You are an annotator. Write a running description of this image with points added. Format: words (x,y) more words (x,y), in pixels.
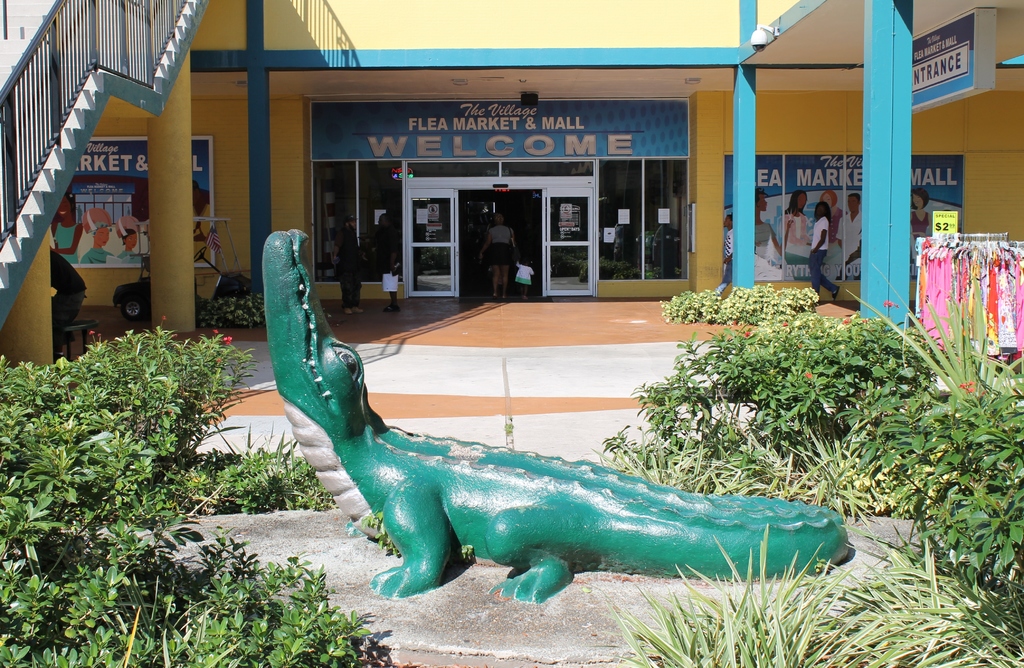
In the foreground of the picture (641,442) there are plants (227,603) and a sculpture (639,563) of crocodile (344,496). On the left (101,18) there are poster (97,184), staircase (8,162), pillars (37,349), person (67,292) and other objects (219,265). In the center of the picture (456,233) we can see windows (387,186), door (483,246), people (506,232), banner (437,144) and wall (345,41). On the right (862,287) there are plants (718,301), dresses (940,269), banner (792,254), person (817,223), pillars (873,132), wall (856,129), board (946,78) and other objects (944,216).
